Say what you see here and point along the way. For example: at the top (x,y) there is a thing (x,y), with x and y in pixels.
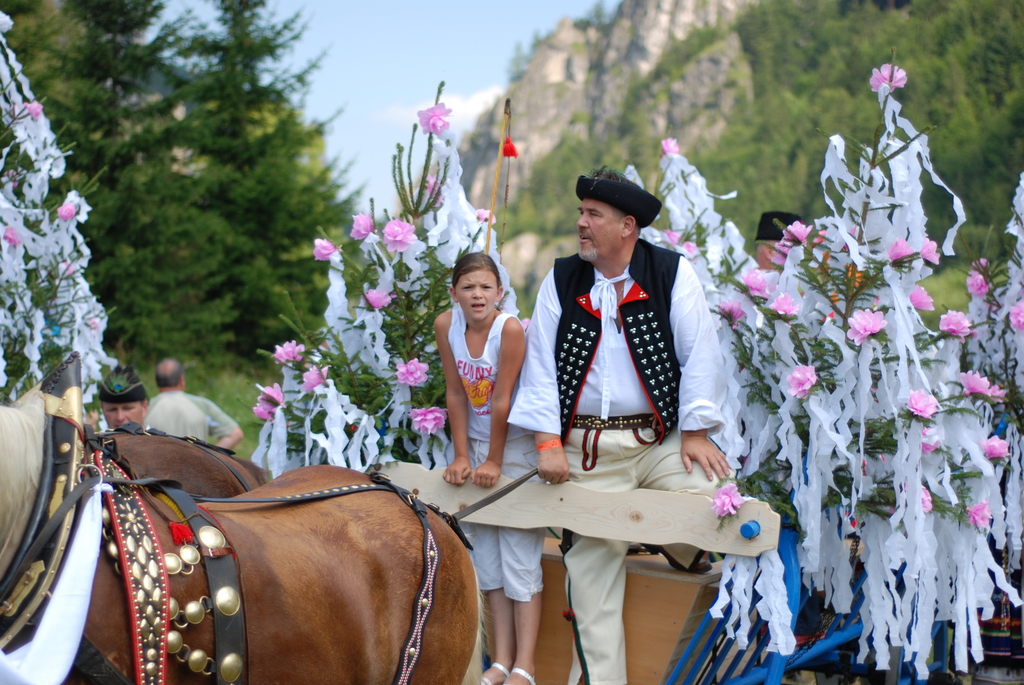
The image is clicked outside. There are few people (461,419) in this image. To the left (37,512) there is horse (194,631) which is brown in color. In the front (656,384) there is a man (692,426) who is wearing a white shirt (550,358) and a black vest (649,398) standing in the cart (594,529). Beside him a girl (465,414) is standing. In the background (205,63) there are trees (240,77), sky (406,66) and mountains (709,44).
